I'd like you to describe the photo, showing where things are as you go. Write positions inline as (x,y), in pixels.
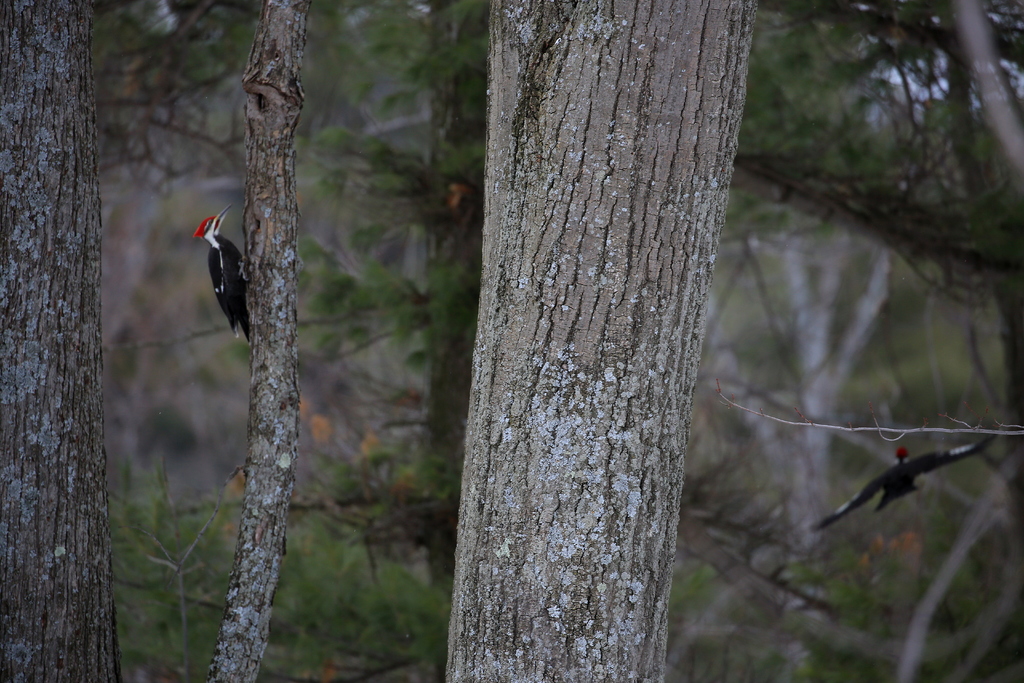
In this image in the foreground (525,267) there are three trees (284,242), on one tree (284,242) there is one bird (237,281) and on the right side (886,487) there is another bird (901,483). In the background (799,291) there are some trees (822,513).
